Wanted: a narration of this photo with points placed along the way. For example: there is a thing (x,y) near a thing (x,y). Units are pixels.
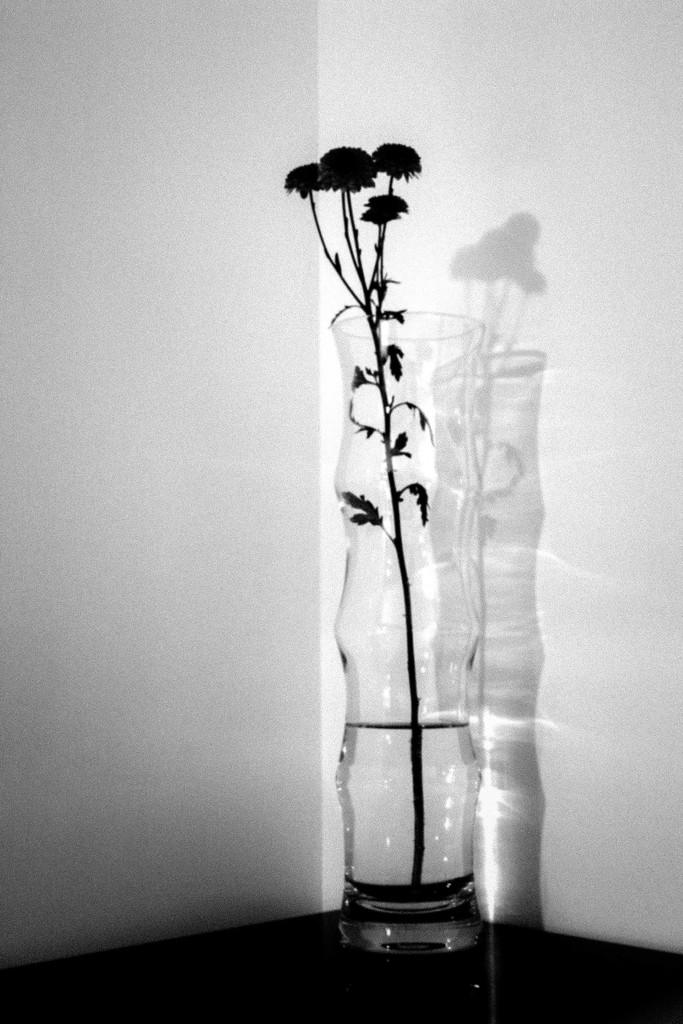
In this image I can see the flower vase (384,496). In the background (108,237) I can see the wall (212,593) and this is a black and white image.
